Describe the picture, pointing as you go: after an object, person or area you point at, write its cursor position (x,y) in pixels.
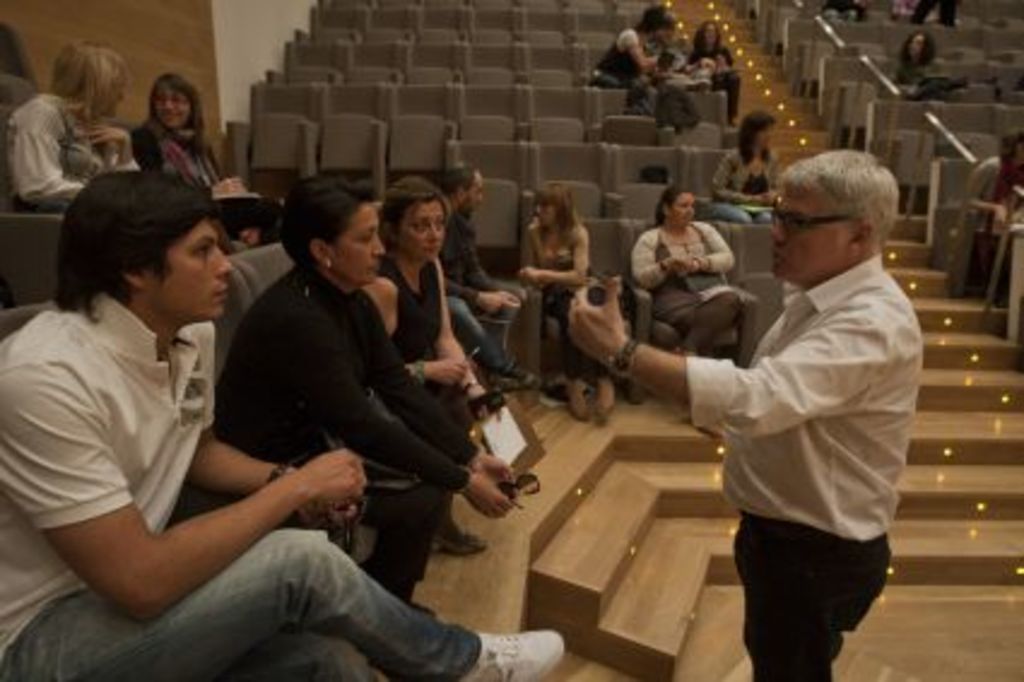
In the image we can see there are people (475,300) sitting on the chair (969,54) and there is a man (809,460) standing in front of them. There are lightings (1022,572) on the stairs (1021,533).
